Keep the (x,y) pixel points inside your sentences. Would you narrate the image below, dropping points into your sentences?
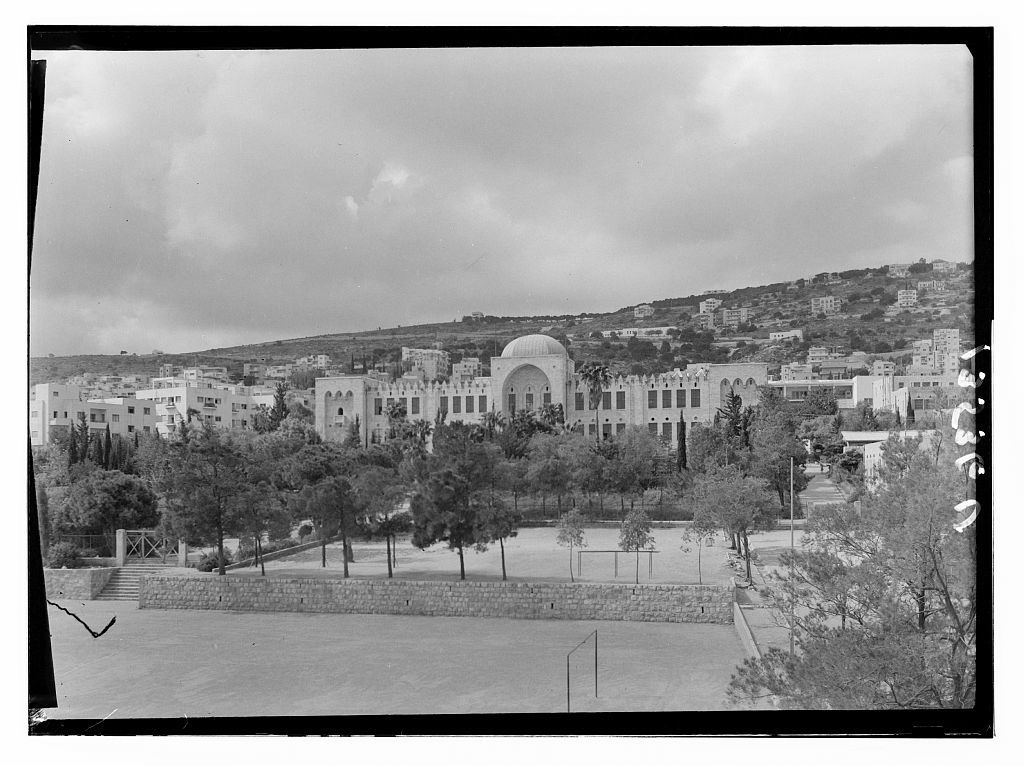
In this image I can see number of trees (535,430), number of buildings (550,352), the sky (504,213), stairs (135,569) and few poles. I can also see this image is black and white in colour.
